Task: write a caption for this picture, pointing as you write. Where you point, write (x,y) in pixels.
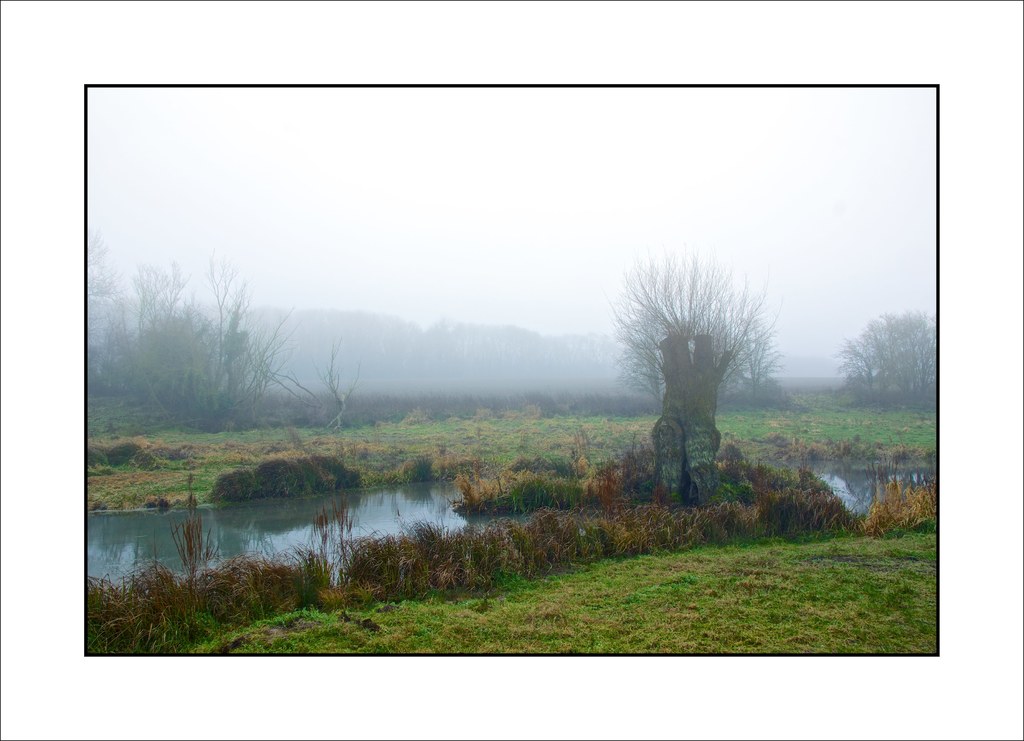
This is the picture of grass (413,620), water (212,521) and there are some trees (177,375) and at the background of the image (411,272) there is fog (435,226).
